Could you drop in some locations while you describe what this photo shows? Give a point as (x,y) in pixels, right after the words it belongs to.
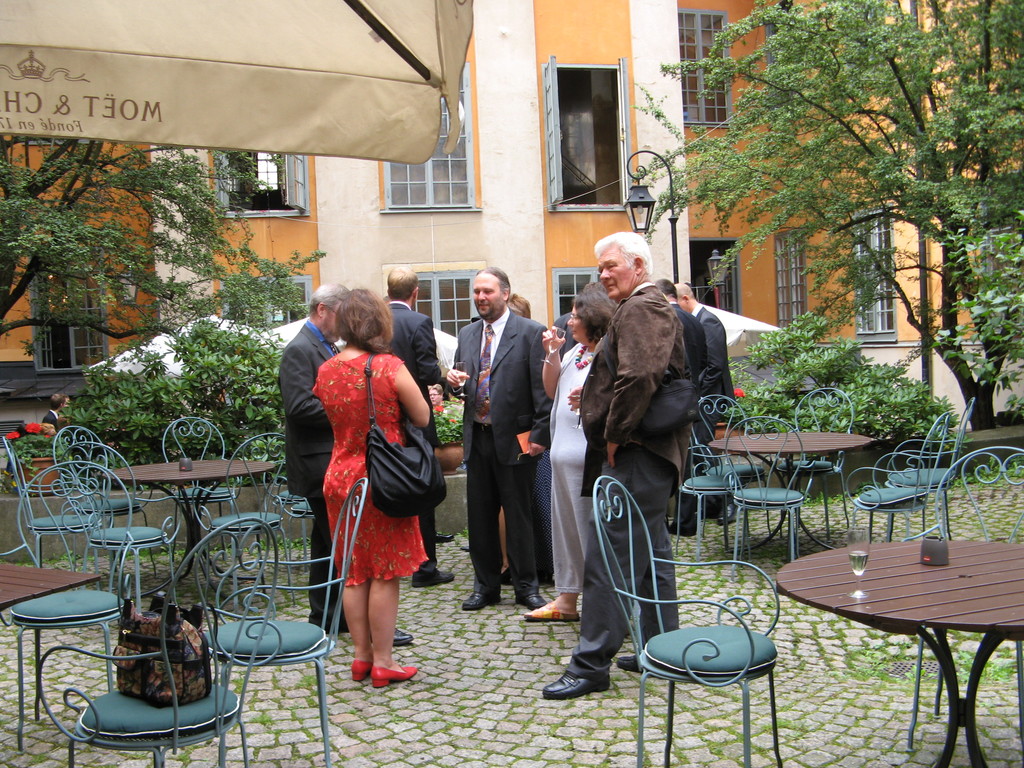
Few people (470,358) are standing outside a building (530,287). There are table (933,592) surrounded by chairs (739,646). on table (882,564) there are glass (857,552). On the background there are trees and buildings (564,118).
